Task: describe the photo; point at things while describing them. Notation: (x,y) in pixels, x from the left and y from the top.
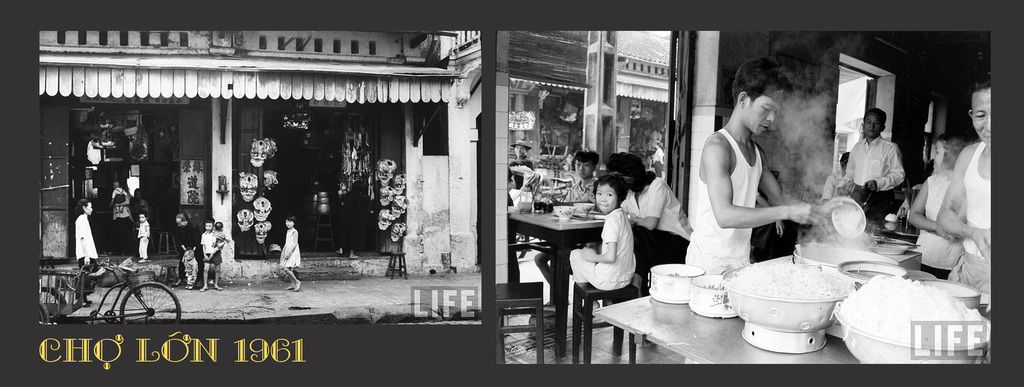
This image consists of many people (626,216). On the right (754,278), there is food (894,334) kept on the table (667,341). On the left (198,202), we can see shops (271,249). And there are children (212,274) walking on the road (266,287). At the bottom (257,353), there is a text (284,349). In the background (472,89), there are buildings (166,80).
